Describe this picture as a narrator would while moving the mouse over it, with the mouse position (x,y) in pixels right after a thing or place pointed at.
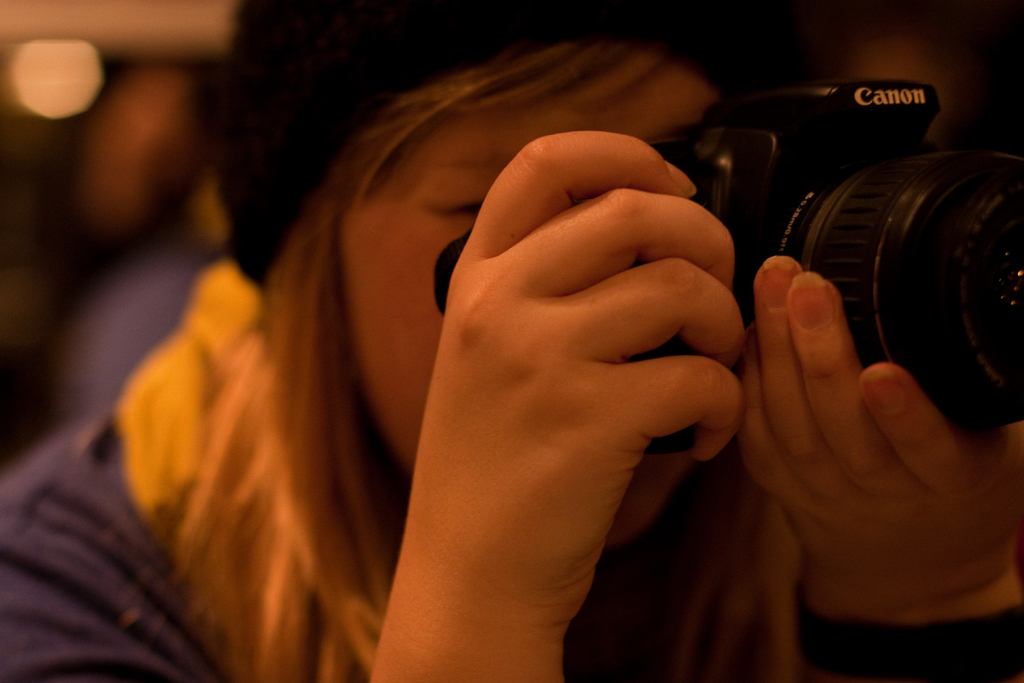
In this image, we can see woman (376,343) is holding a camera (847,245). She wear a cap (420,71) on his head (506,121).
